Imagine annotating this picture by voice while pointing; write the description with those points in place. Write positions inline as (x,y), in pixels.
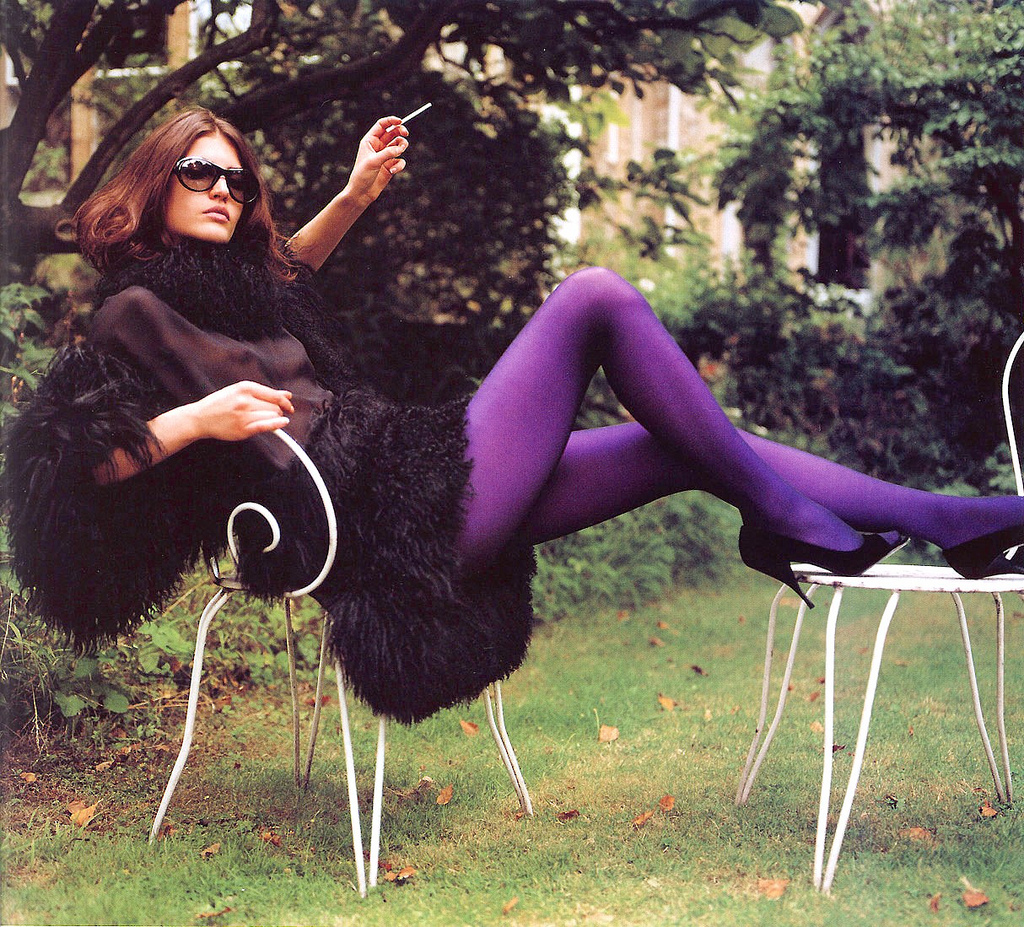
In this image, we can see a woman (369,534) is sat on the chair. She wear a black color dress (362,469) and purple color tights (552,463). And black color footwear (799,557). In the bottom of the image (674,728), we can see grass (588,864) and dried leaves (445,798). The woman (196,203) is wear goggles (195,184) and she leaves her hair (122,204). She hold something in her fingers (394,130). Behind her we can see plants (241,620). The right side of the image (915,352), we can see tree (952,174) and left side (192,79) too. The background (637,125), we can see building (655,125).
